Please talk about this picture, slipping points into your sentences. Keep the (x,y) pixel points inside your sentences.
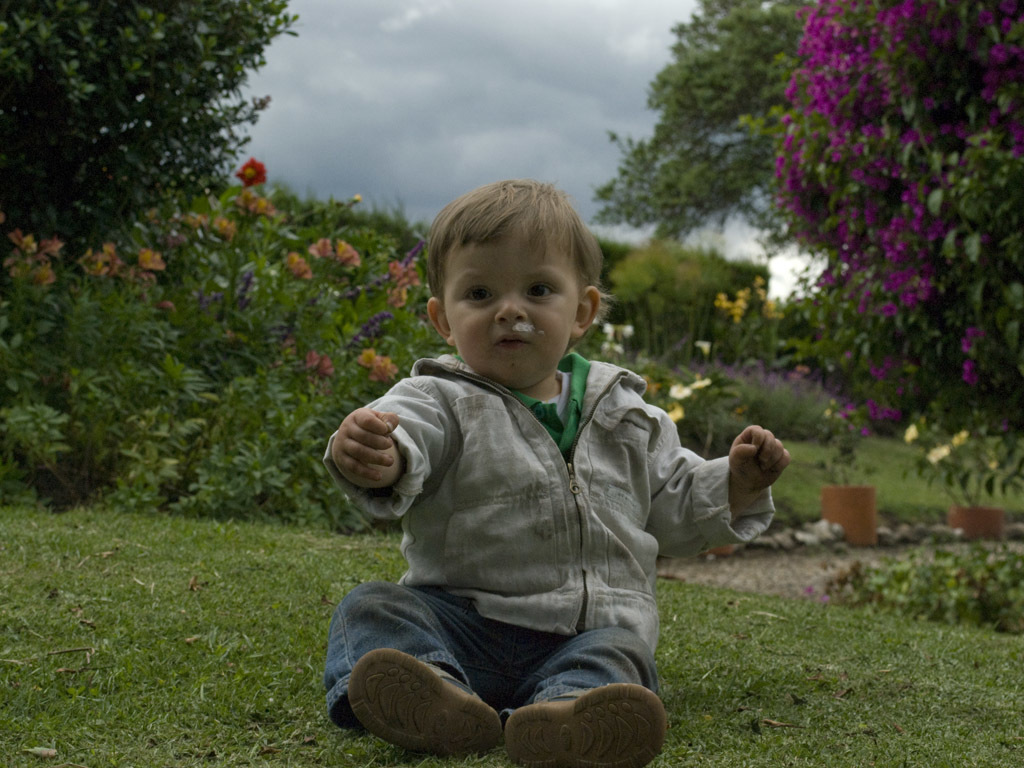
In the foreground of this picture (506,485), there is a boy (572,615) sitting on the grass (771,691). In the background (881,206), there are plants (808,309), trees (833,222), flowers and the cloud (405,105).
